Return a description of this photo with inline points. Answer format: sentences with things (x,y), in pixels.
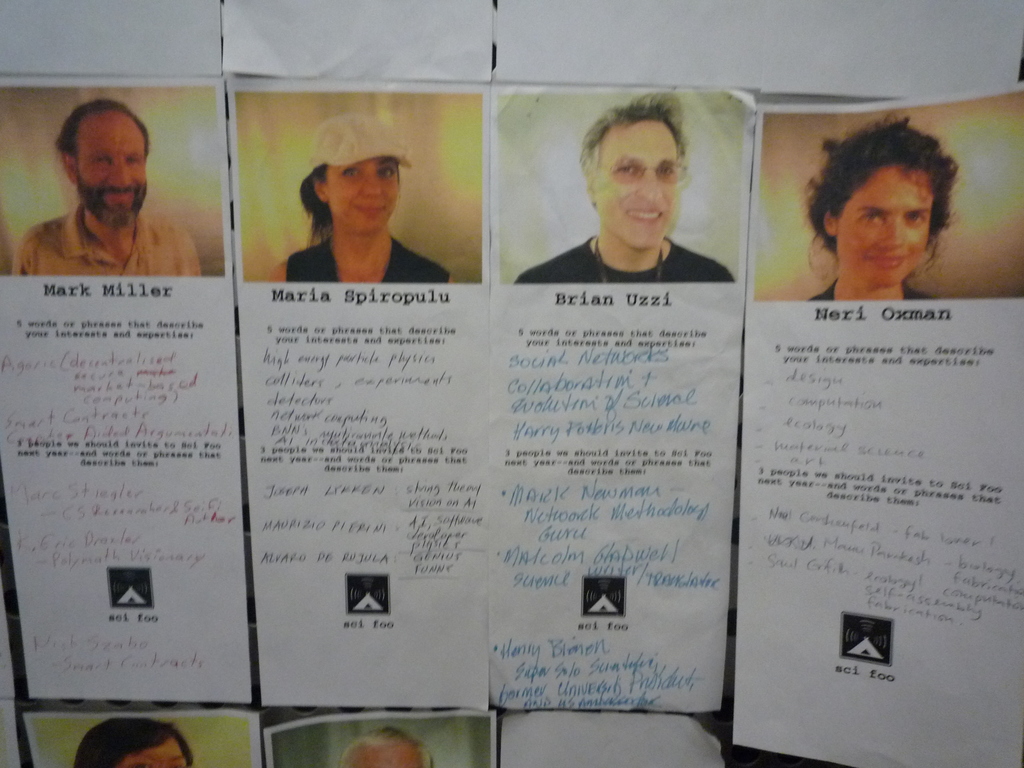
In this image there are six persons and on each person (26,248) there is some text (304,494) written on it.
